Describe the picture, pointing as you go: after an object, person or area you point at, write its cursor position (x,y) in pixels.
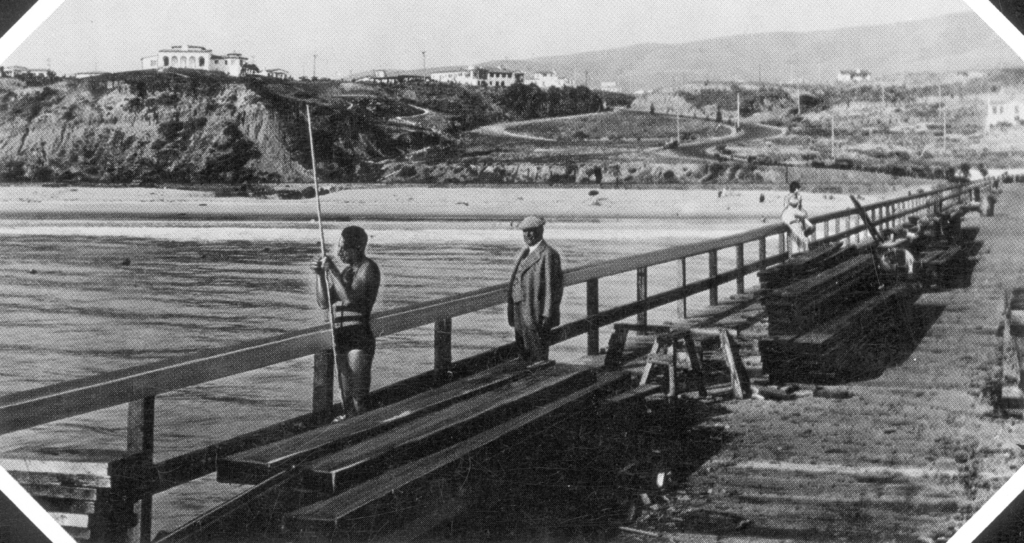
This looks like an old black and white picture. There are few people (538,342) standing. These look like the water (130,311). I think these are the benches (774,312). In the background (504,69), I can see the buildings (185,50), which are on the hills (703,168).
